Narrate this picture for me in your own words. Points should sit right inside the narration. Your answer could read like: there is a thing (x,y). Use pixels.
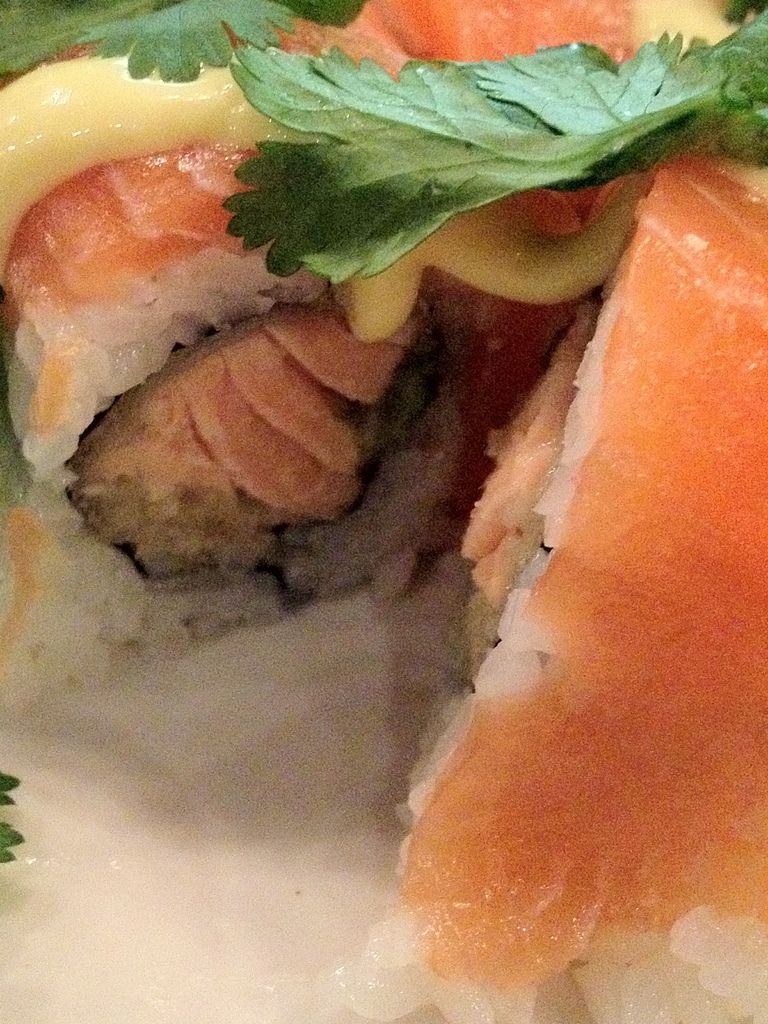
In the center of the image (338,401) we can see some food item (422,450), in which we can see the meat (303,386) and leaves (387,121).
